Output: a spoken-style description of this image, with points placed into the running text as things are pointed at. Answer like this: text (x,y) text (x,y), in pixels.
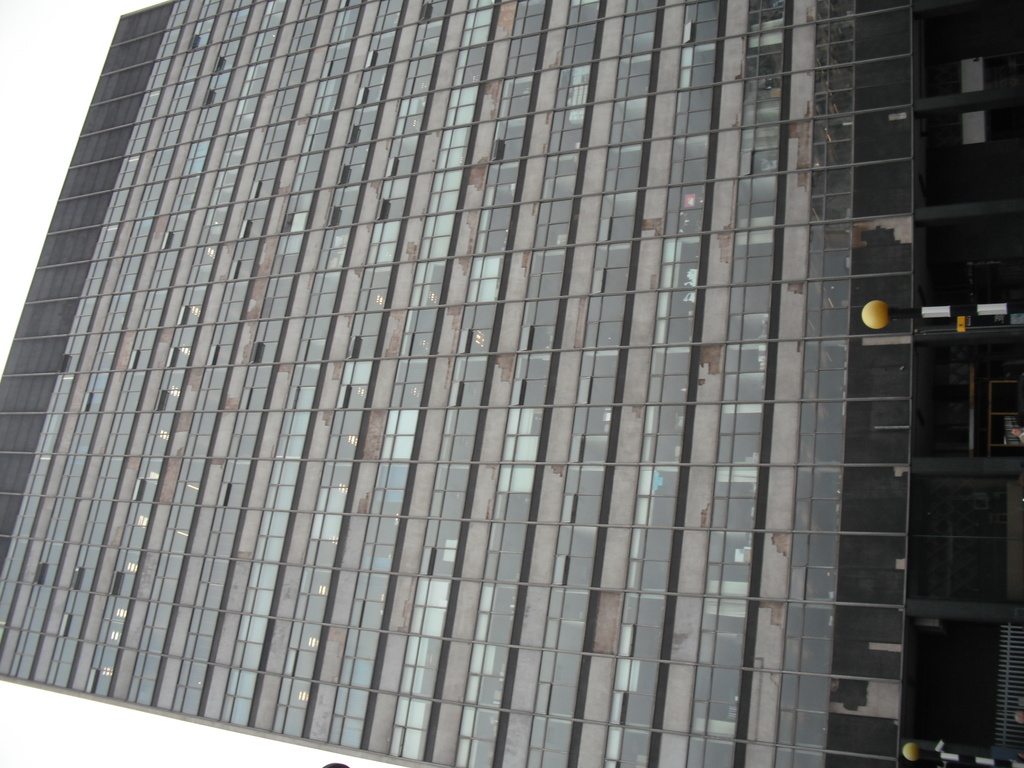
This image is in left direction. Here I can see a building (623,226). On the right side (912,743), I can see two poles (966,306).
